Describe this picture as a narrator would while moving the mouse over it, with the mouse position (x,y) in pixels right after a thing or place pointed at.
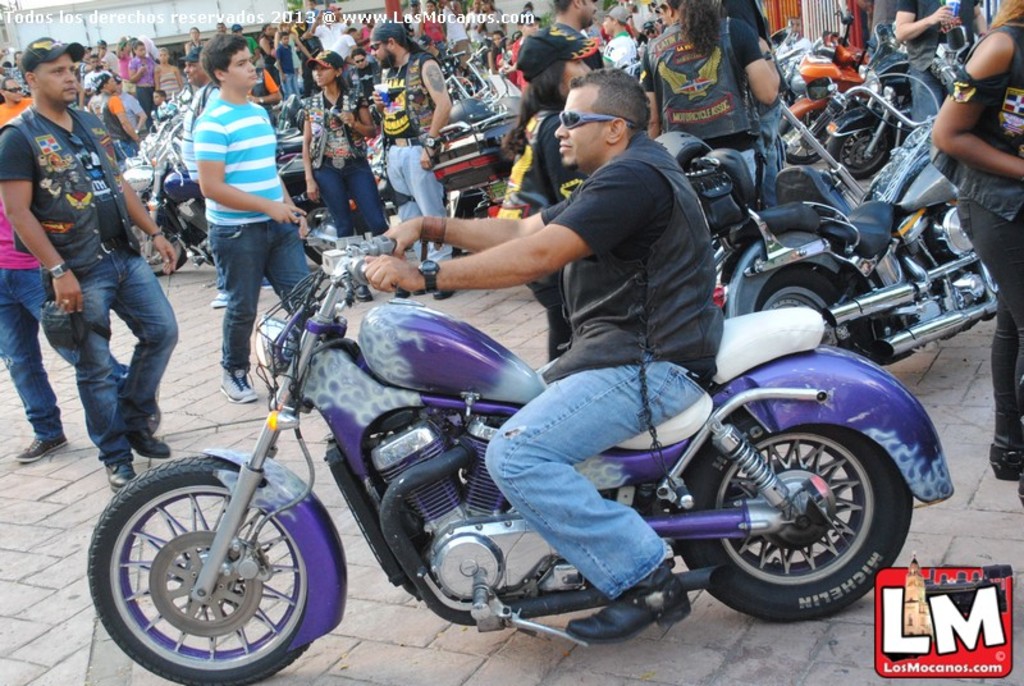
This picture describes about group of people (122,208), a man (648,224) is riding a motorcycle (309,405), few are walking and few are standing.
